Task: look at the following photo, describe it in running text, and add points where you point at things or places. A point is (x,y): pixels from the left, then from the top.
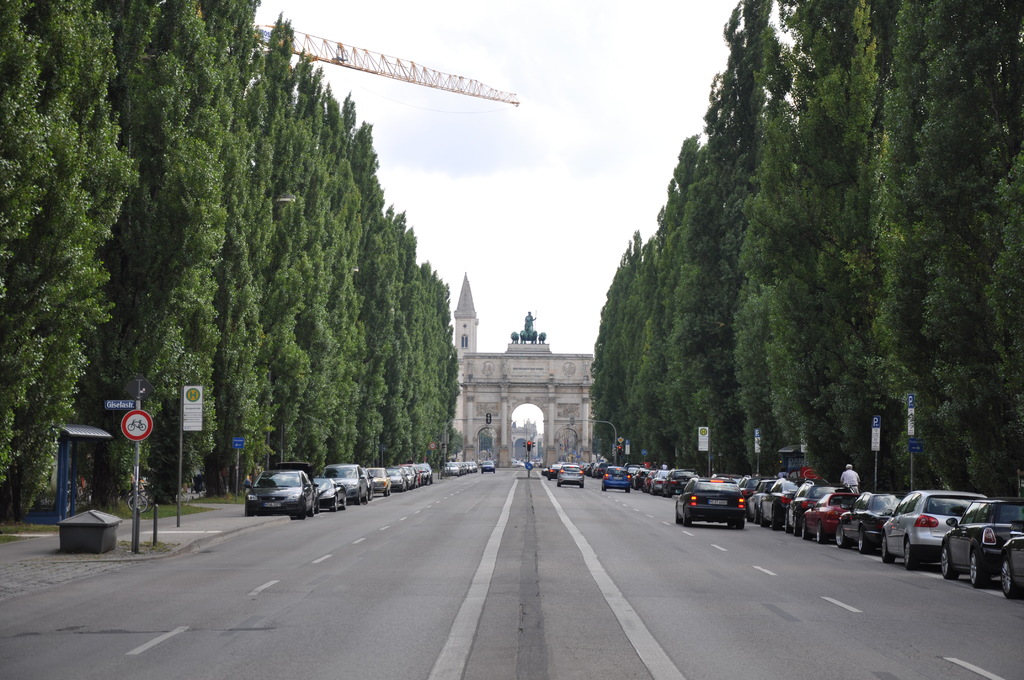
On the left side of the image (69,183) and right side of the image (889,243) there are trees (125,218), vehicles (338,488), boards (134,430), poles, crane tower (268,41) and objects (79,427). In the middle of the image (501,420) there are arches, road (491,484), vehicles (613,469), statues (526,336), tower (471,317) and objects (531,452). In the background of the image (585,243) I can see the cloudy sky (458,158). Near that vehicle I can see a person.
